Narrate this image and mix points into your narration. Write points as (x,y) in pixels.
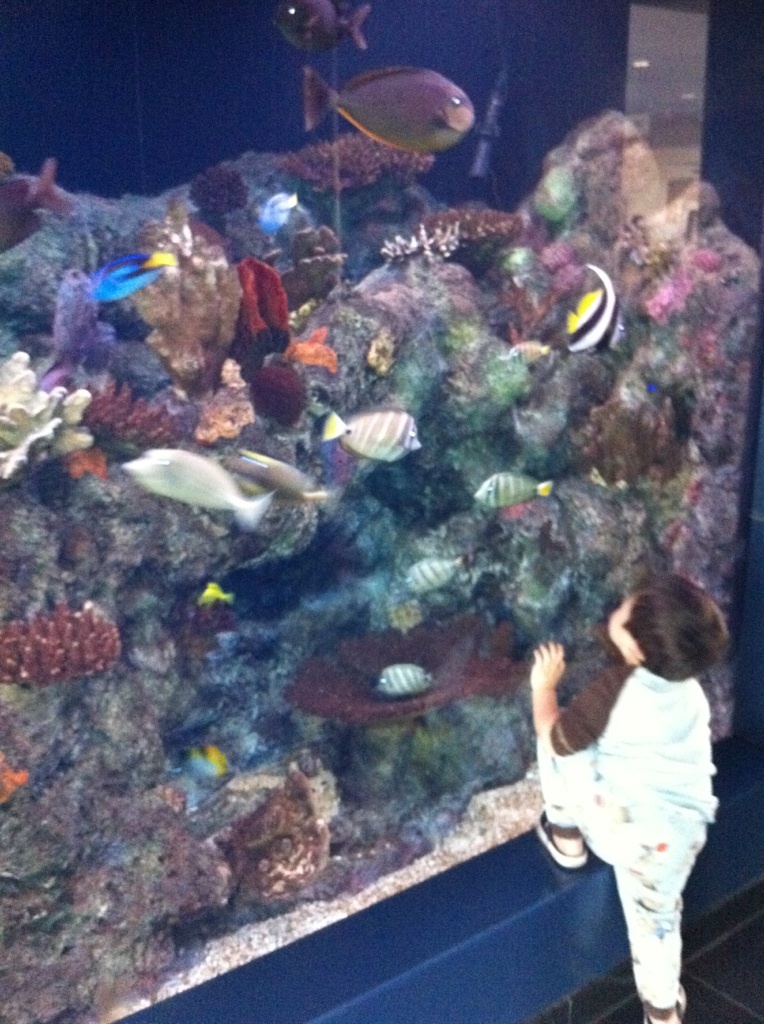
In this picture there is a small boy (597,814) wearing a white t-shirt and track (651,817) is standing and looking to the big glass aquarium (264,345). Behind we can see some fishes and coral stones (354,389).
